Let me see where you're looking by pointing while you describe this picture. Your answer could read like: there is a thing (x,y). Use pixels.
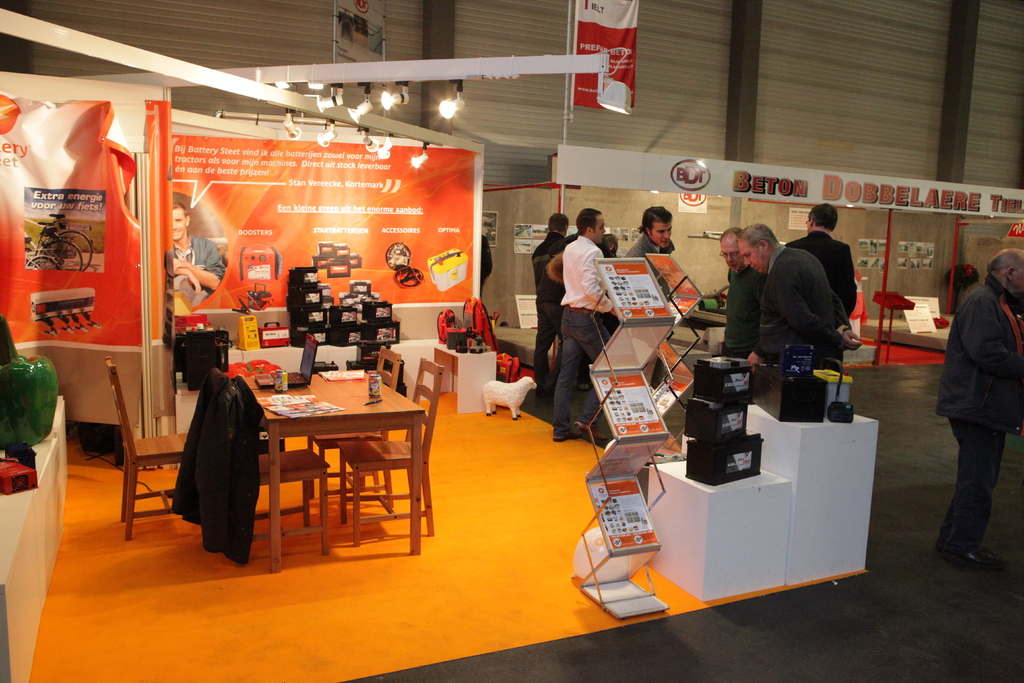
This picture shows a store (608,197) in a hall (683,37) and we see a few people (792,281) standing and watching.
